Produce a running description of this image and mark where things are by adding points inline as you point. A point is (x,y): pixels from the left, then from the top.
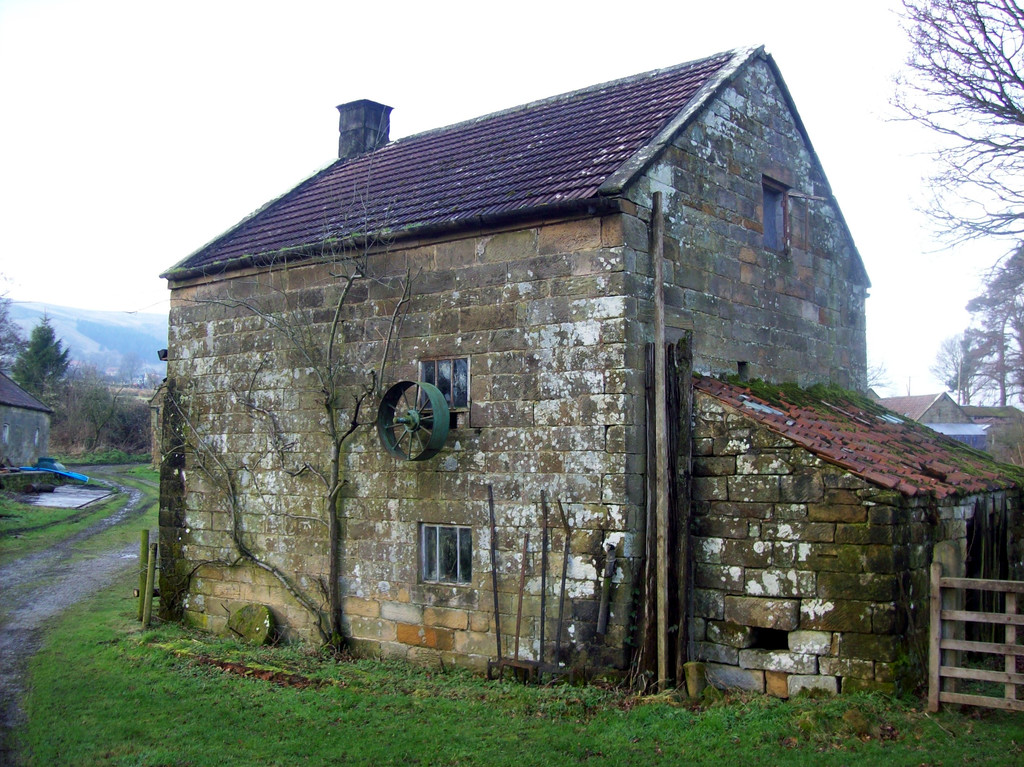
In this picture I can see the houses (534,469). I can see green grass (521,715). I can see trees (60,358). I can see the walkway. I can see clouds (221,96) in the sky (205,114).
